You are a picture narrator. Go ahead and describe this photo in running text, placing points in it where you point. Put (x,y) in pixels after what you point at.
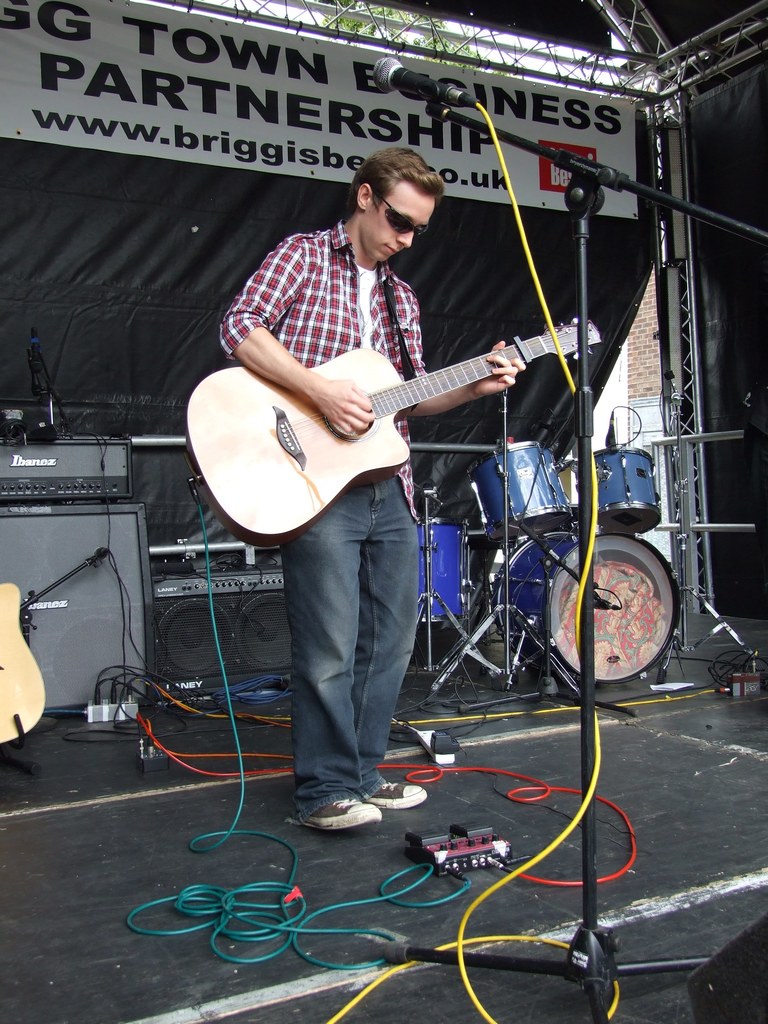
This image is clicked at a stage (450,694) In the middle (352,653) there is a man (321,313) he wear check shirt (321,291), trouser (345,611), shoes (346,805) and shades (398,225) he is playing guitar (537,351). In the back ground (503,403) there is a mic (607,430), wires (147,688), guitar (41,690), drums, speaker (235,626) and cloth (125,267).
